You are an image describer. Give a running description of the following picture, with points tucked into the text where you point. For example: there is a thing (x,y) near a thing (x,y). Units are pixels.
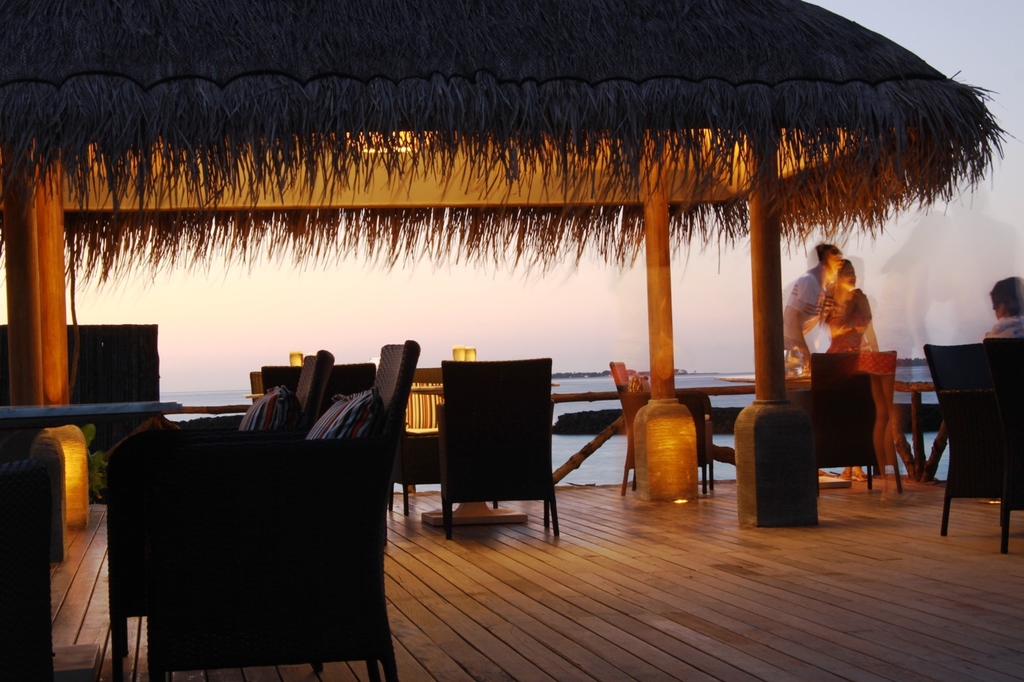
In this picture there are tables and chairs (533,448) and there is a person (1007,303) sitting on the chair (851,439) and there are two people (885,465) standing at the railing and it looks like a hut (646,88). At the back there is water (596,468). At the top (1014,204) there is sky (417,286). At the bottom (783,531) there is a floor (734,603).
